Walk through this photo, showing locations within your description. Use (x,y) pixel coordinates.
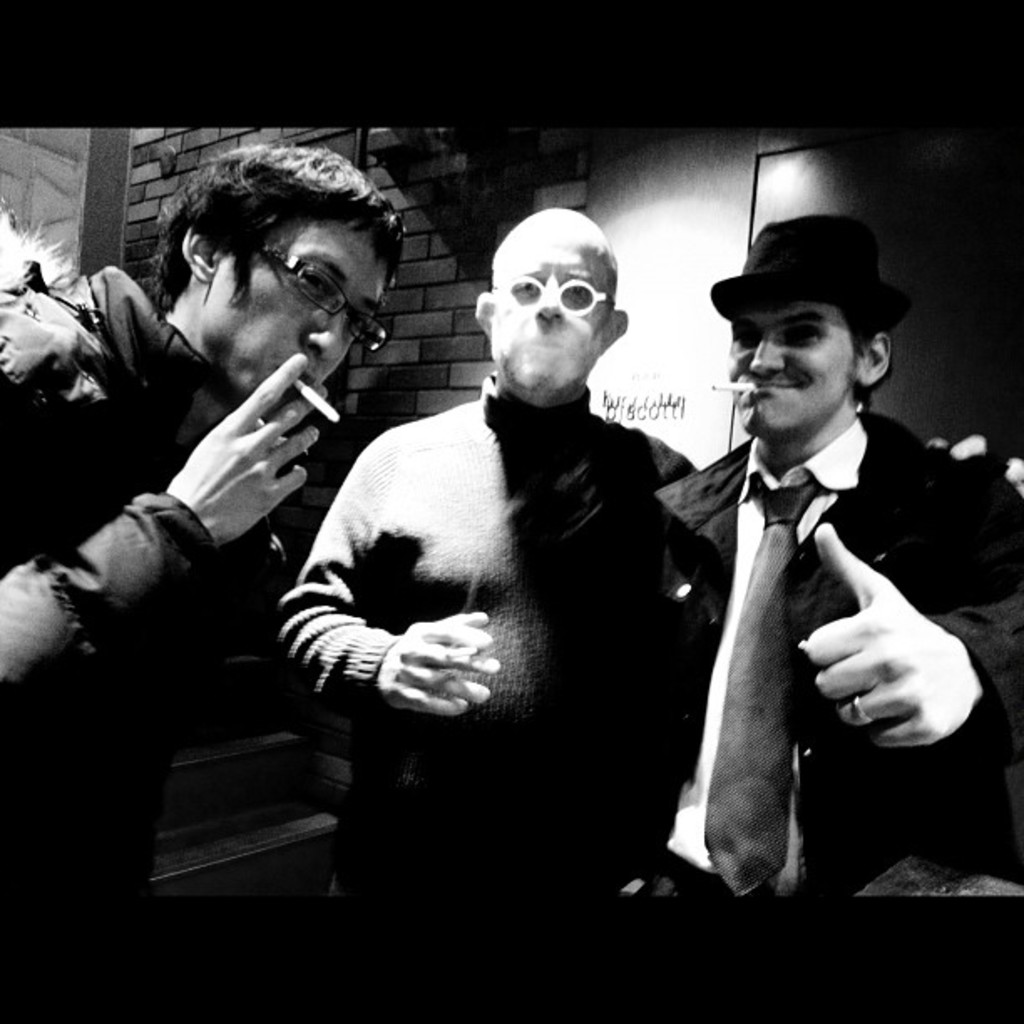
In this image we can see three persons (585,472) and the persons (438,661) are smoking. Behind the persons (492,419) we can see a wall (427,203).
